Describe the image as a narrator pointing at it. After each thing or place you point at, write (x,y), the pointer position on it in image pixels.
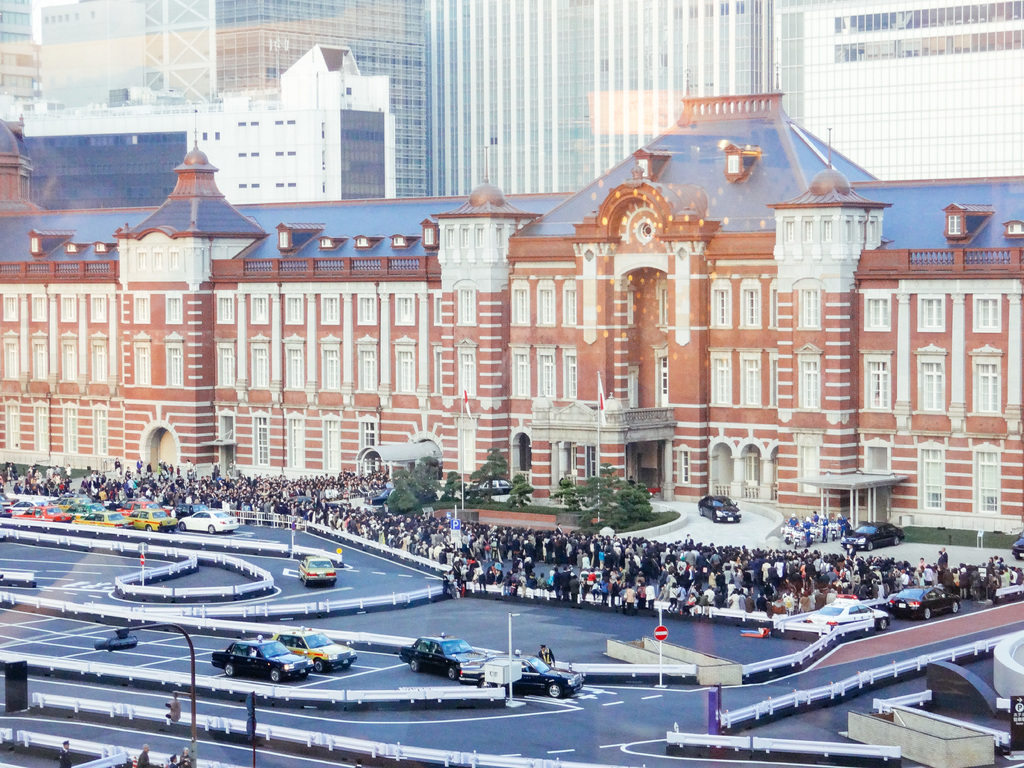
In this picture there are cars (315,560) at the bottom side of the image (45,518) and there are flat boundaries (359,599) around the cars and there are people (242,495), those who are standing in front of the boundary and there are buildings (677,149), cars (388,491), and poles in the background area of the image (546,293), there are windows (573,373) on the buildings (727,432), there are flags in the image.
